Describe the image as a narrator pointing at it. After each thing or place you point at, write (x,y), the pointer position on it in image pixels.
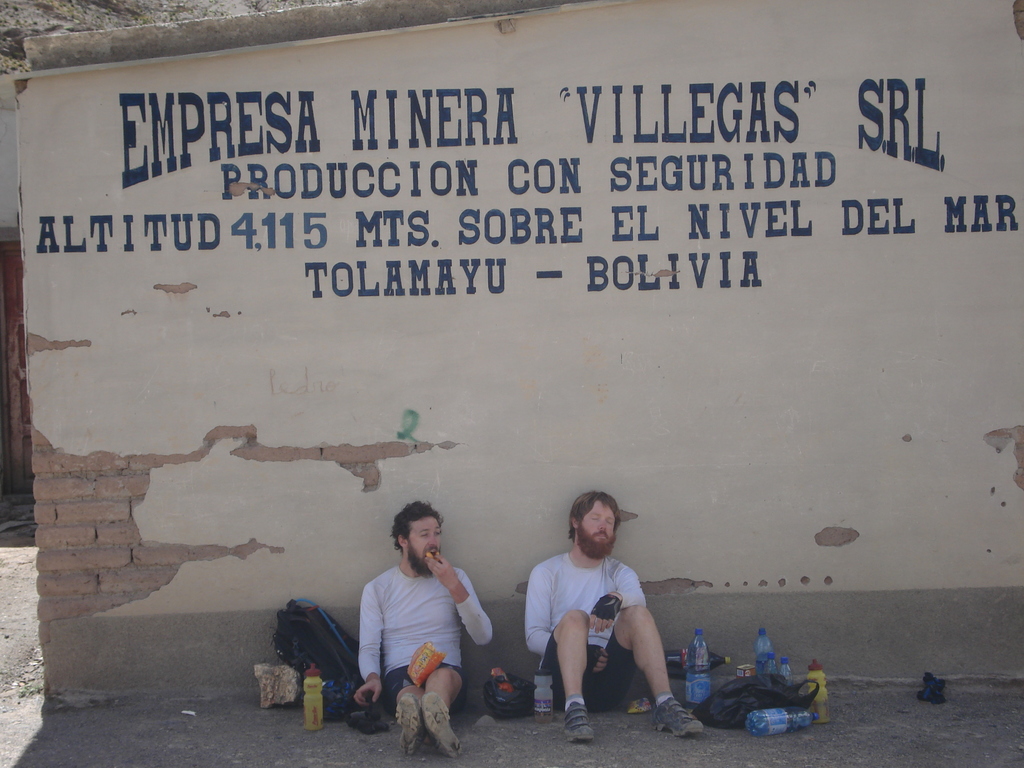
In this image there are two people (609,602) sitting and there are some bottles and one person (385,660) is eating some food (429,671), and there are some bags (288,653) and stones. In the background (272,174) there are houses (458,181) and there is a text (164,147) on the house (368,201), at the bottom (78,724) there is walkway (146,711).
